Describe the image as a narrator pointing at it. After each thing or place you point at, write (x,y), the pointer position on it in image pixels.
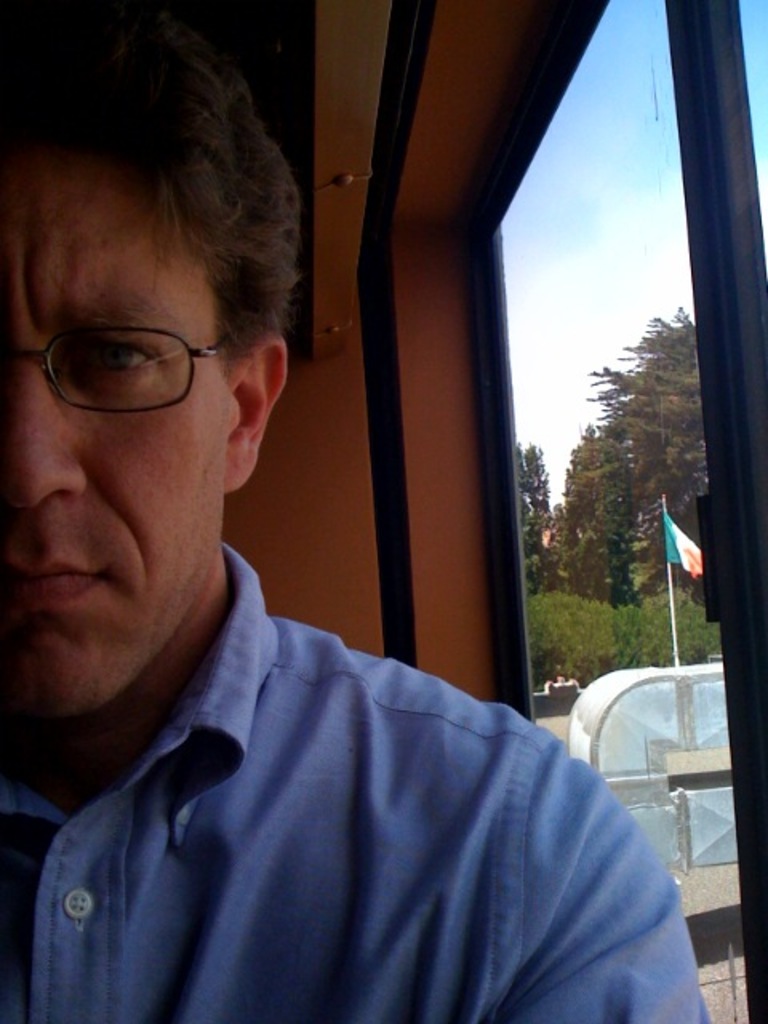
In this image there is a man (148,495) he is wearing blue color shirt (337,787), in the right side (518,674) there is a window (612,743) through that window (603,698) trees (613,632) and flag pole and clouds (634,314) are visible.
